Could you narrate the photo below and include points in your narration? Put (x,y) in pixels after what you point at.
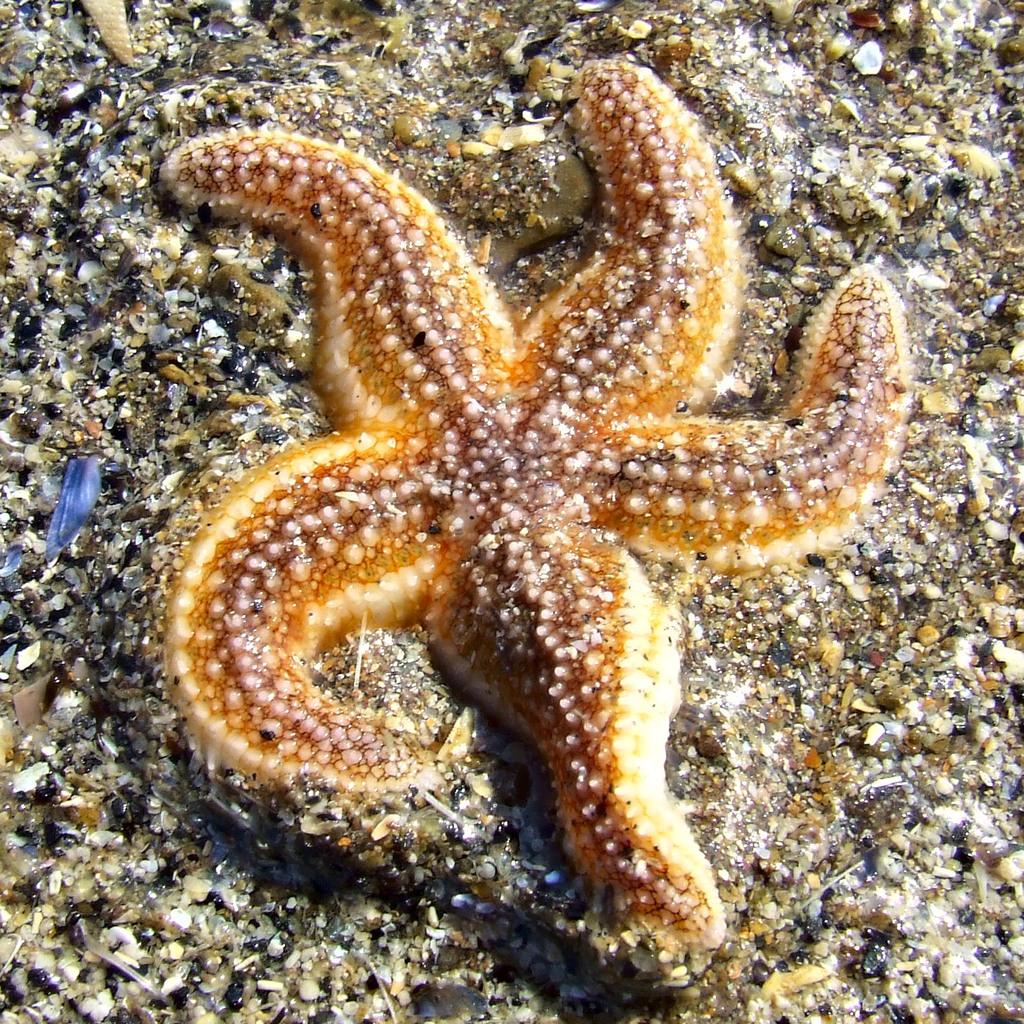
In the image there is a starfish (519,536) on the ground (807,928). On the ground (415,1012) there are small stones (93,356).
